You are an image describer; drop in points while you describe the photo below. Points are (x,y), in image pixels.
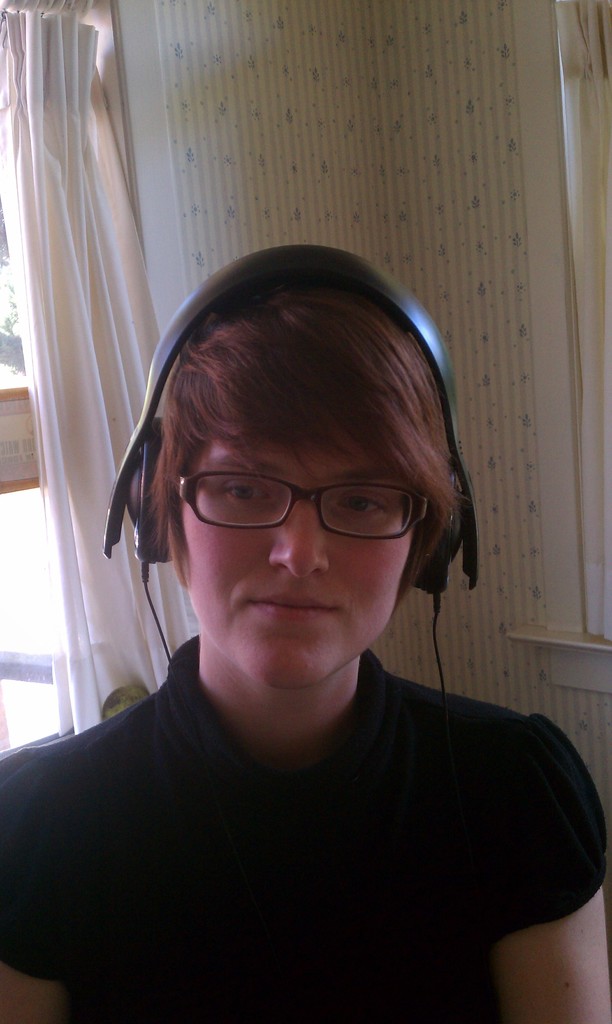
In this image we can see a window (55,558) and a curtain (77,598). There is a lady (447,768) and she is listening music in the image.
